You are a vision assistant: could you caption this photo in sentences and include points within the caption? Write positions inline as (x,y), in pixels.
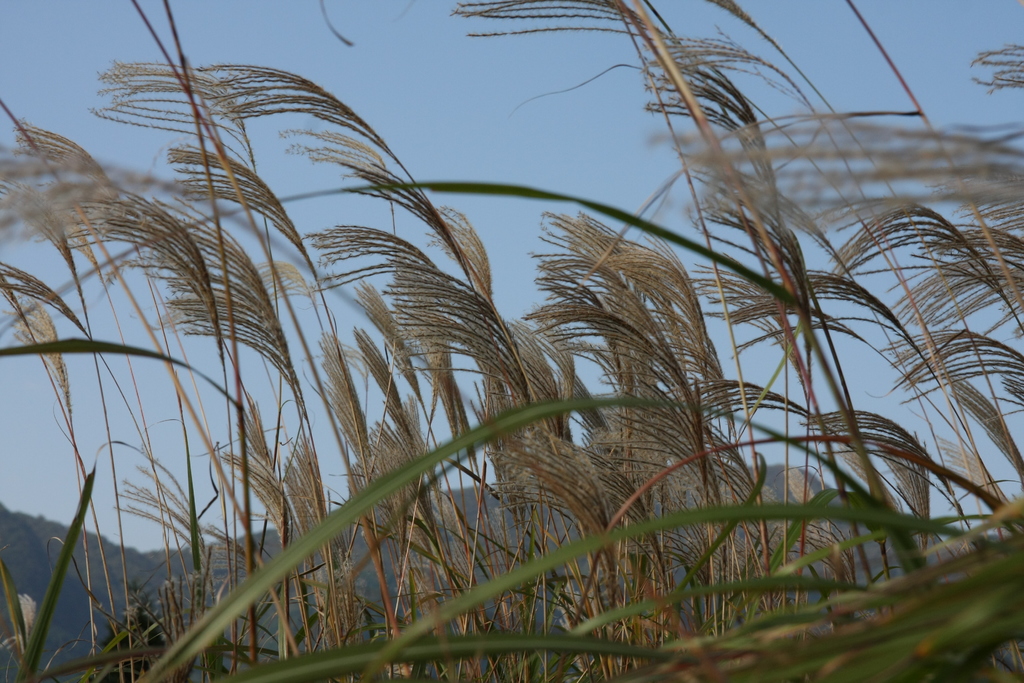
In the image we can see some plants (1010,557). Behind the plants (564,425) there are some hills (87,618) and sky (103,100).
